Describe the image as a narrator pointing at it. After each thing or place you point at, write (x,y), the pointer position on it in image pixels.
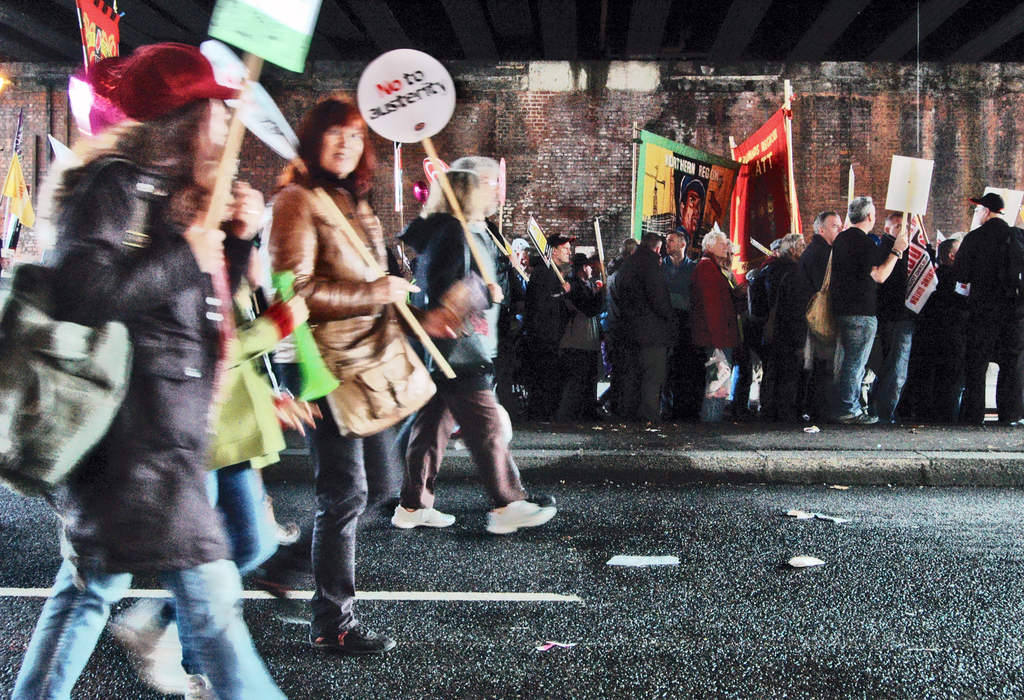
In this image we can see men (910,335) and women (136,400) are protesting on the road (834,622). Background of the image (552,158), brick wall (56,137) is there.
